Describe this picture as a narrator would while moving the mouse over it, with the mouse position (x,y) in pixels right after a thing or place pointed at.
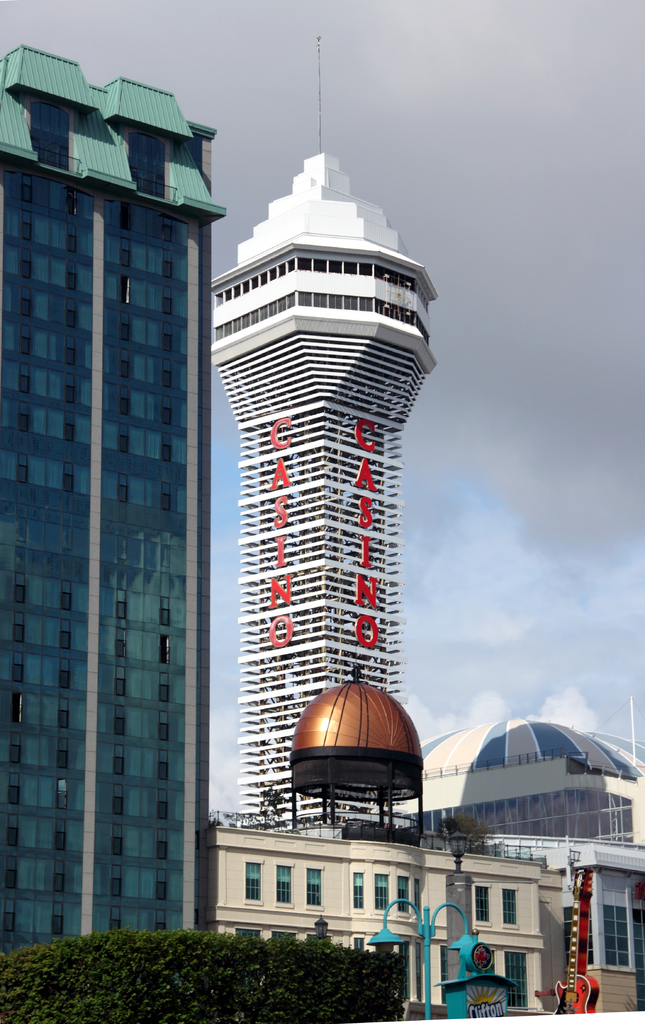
In the image there is a tall building (111,552) and beside that there is a tower (293,701) and there are some plants (140,985) in the foreground (374,972) and beside the plants (286,965) there is a pole (426,1018) and beside that there is some object (575,952) in the shape of a guitar (581,944).
